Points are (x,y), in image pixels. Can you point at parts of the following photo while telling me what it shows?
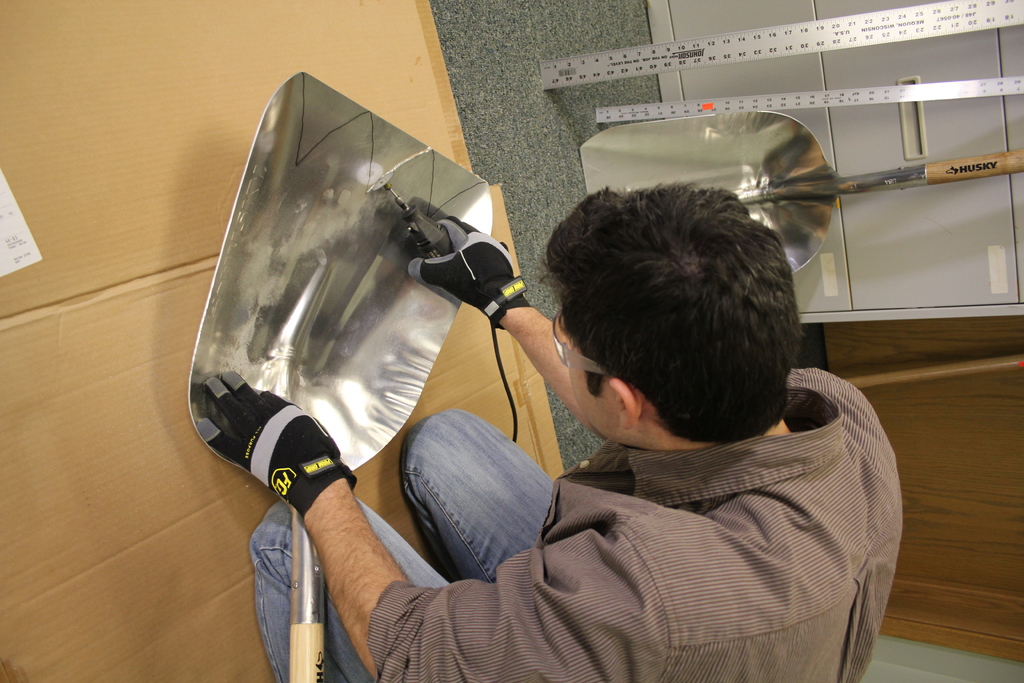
In this image at the bottom (528,535) there is one man (656,472) who is sitting and he is holding some instruments (426,242) and doing something, and there is one box (136,223) at the bottom (142,485). On the right side (927,307) there are some cupboards (867,238), tables (910,438), scale (933,11) and one shovel (776,171).
